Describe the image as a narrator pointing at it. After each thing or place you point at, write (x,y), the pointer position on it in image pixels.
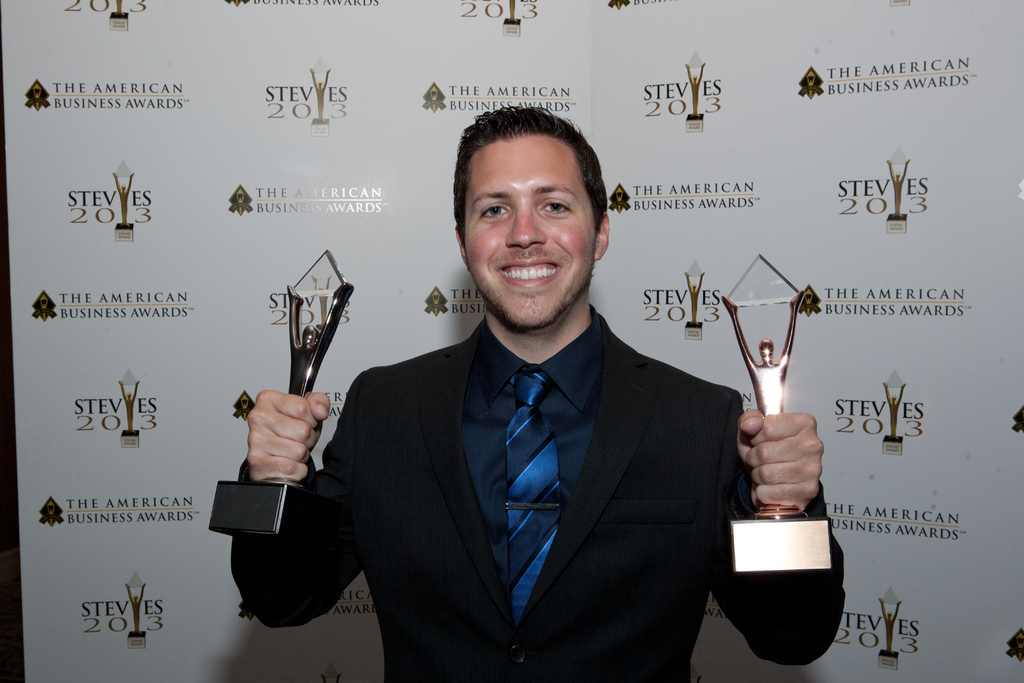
In this picture I can see a man (597,254) smiling and holding two trophies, and in the background (684,225) there is a board (176,270).
